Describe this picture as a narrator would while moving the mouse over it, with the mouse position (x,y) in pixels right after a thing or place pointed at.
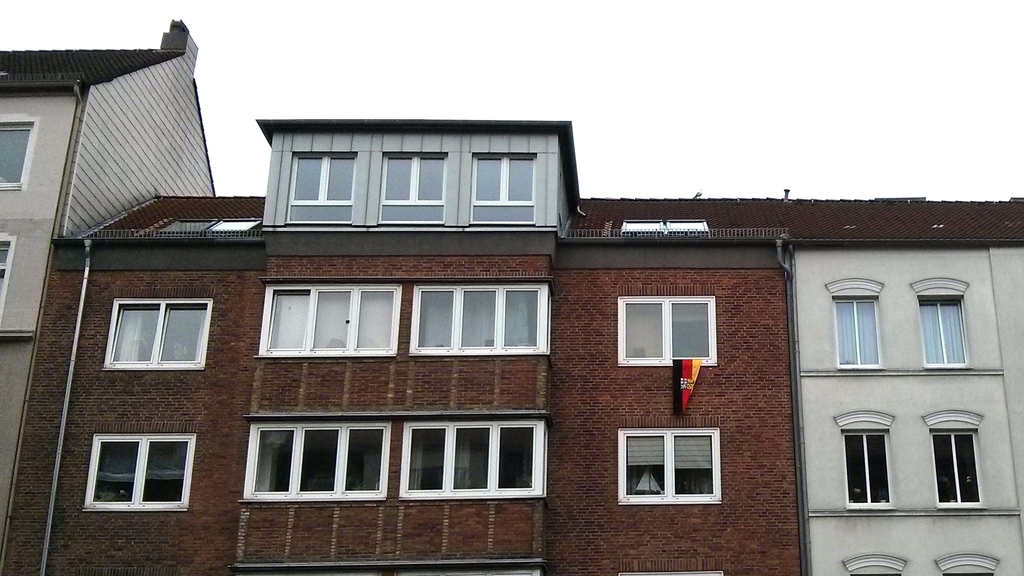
There is a building (576,396) which is in brown color and there are glass windows (455,451) in it.
